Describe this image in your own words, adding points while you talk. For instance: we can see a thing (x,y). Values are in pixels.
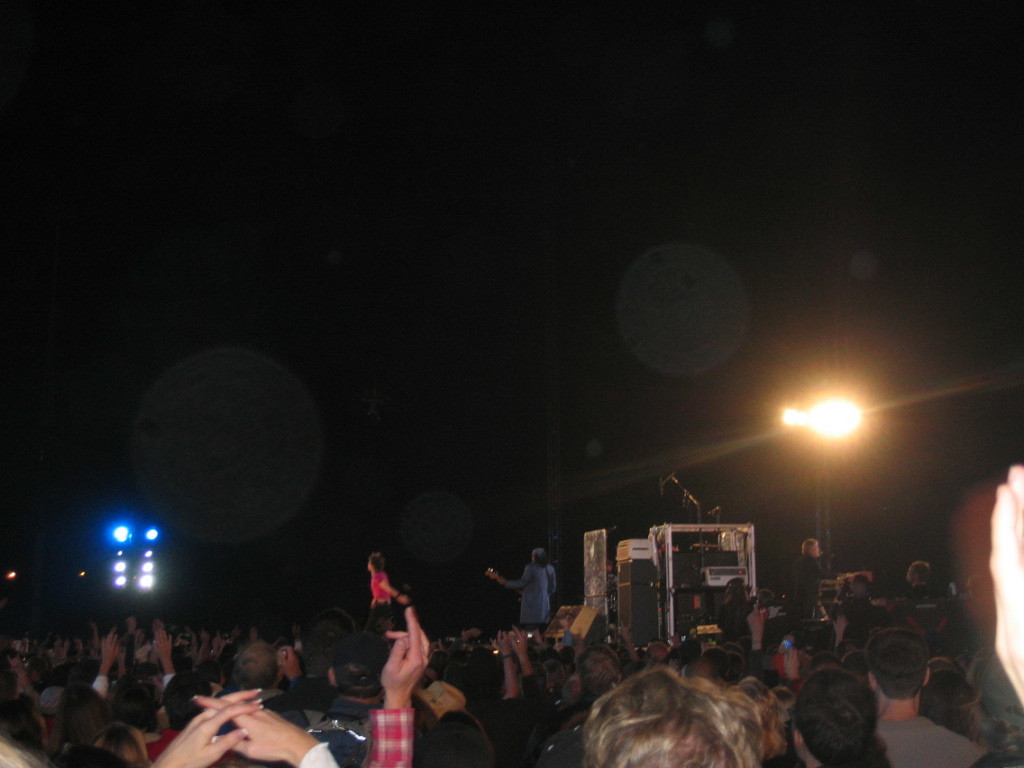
In this image there are so many people (594,709). On the left side (122,534), we can see blue color lights (148,566). On the right side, we can see big light (843,412). The sky (772,397) is dark.
